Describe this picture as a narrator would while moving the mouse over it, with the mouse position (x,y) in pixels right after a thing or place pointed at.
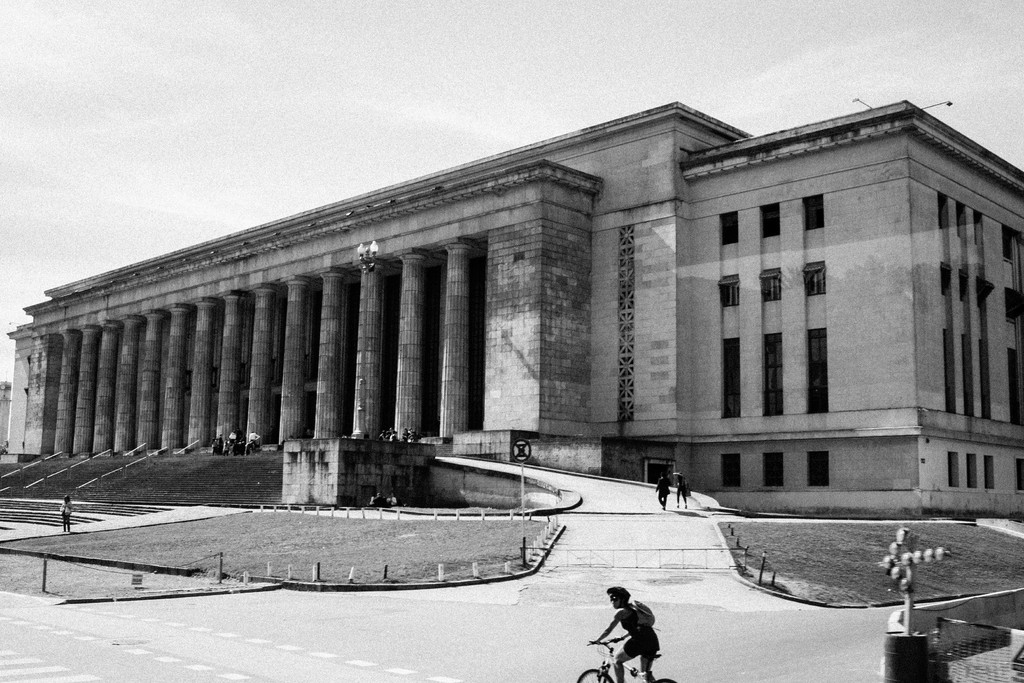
In the picture we can see a huge building (744,441) with a huge pillar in it and near the building (728,441) we can see a way (666,571) with some people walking on it and we can also see some grass surfaces (942,589) and one person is riding a bicycle (593,670) and in the background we can see a sky (138,191).
